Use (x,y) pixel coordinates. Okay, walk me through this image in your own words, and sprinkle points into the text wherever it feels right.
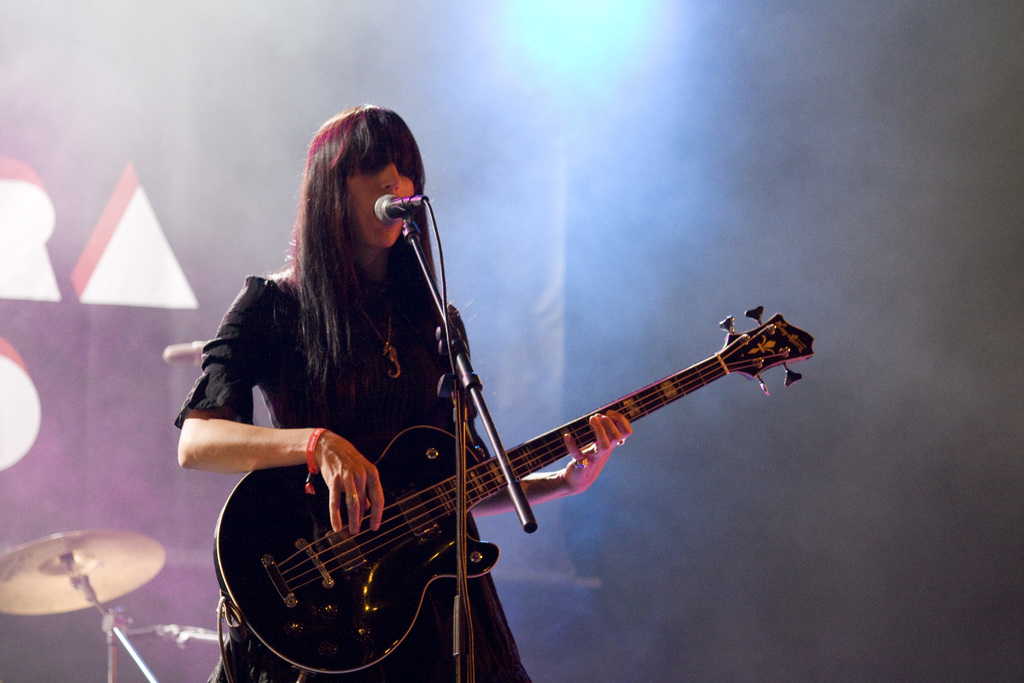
In this picture I can see a beautiful woman (421,410) is playing the guitar (420,493) and also singing, she wore black color dress (377,399). At the top (524,81) there is the blue color light (612,53).
